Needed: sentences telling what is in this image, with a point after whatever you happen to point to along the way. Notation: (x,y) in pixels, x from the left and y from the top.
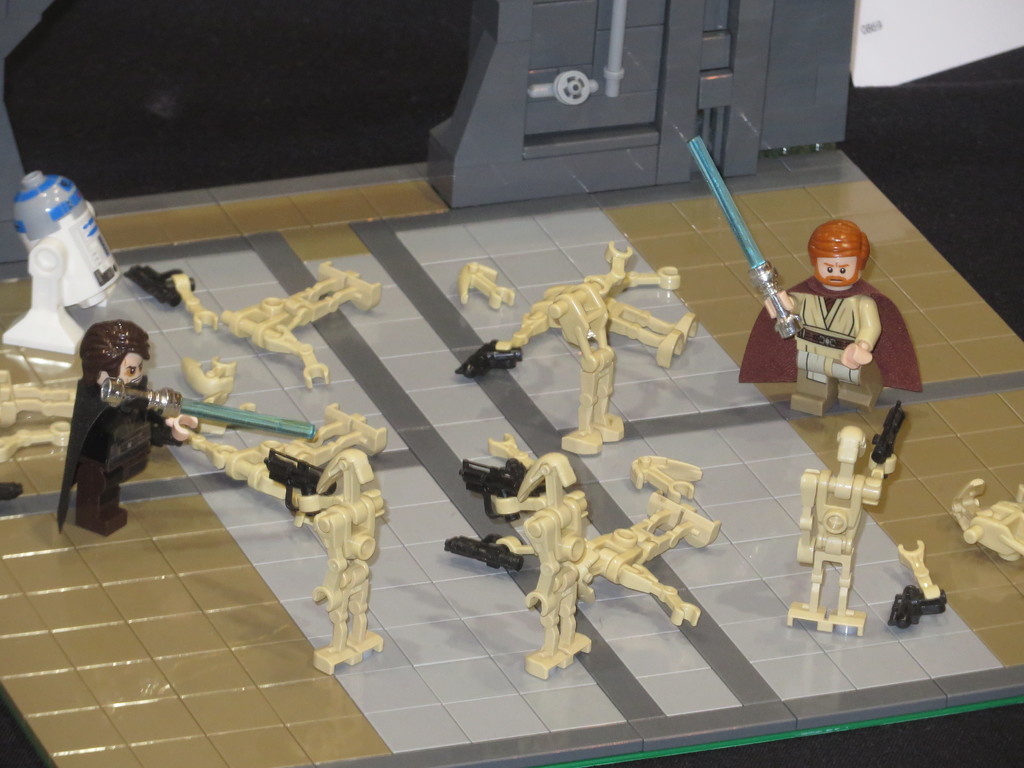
In this image we can see many toys (567,448).
